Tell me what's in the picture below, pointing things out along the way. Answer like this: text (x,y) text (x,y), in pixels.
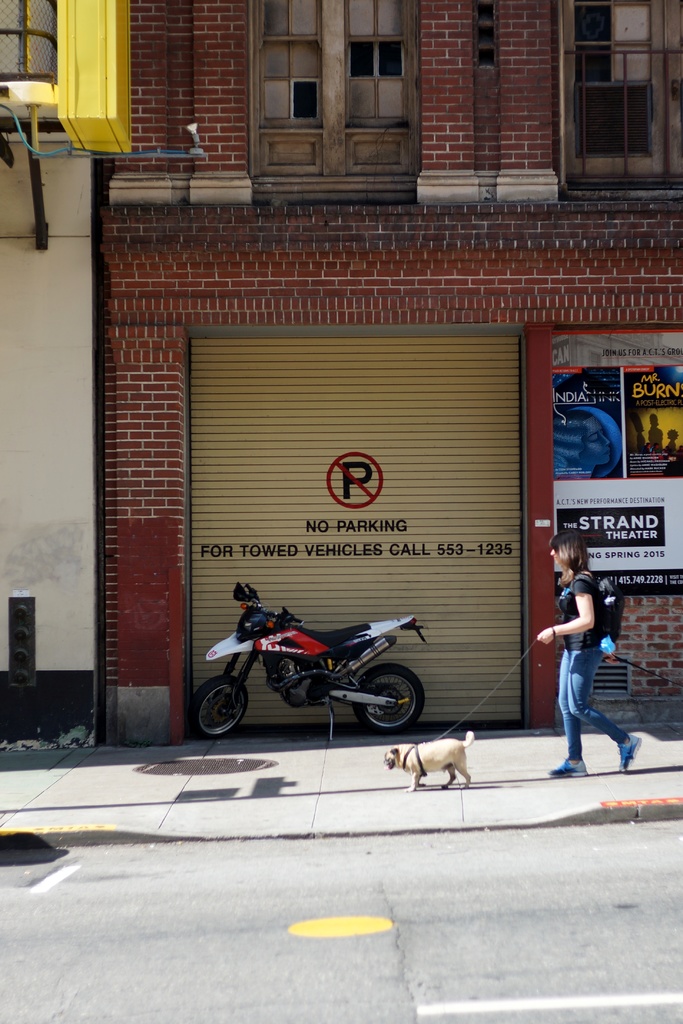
In this picture I can see there is a woman (629,764) and a dog (400,761), walking on the walkway (423,739) and there is a building (557,682) in the backdrop (452,703), there is a shutter (232,418) and there is something written on it. There is a banner (626,500) on right side (613,453) and there is a building (611,423) with windows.
